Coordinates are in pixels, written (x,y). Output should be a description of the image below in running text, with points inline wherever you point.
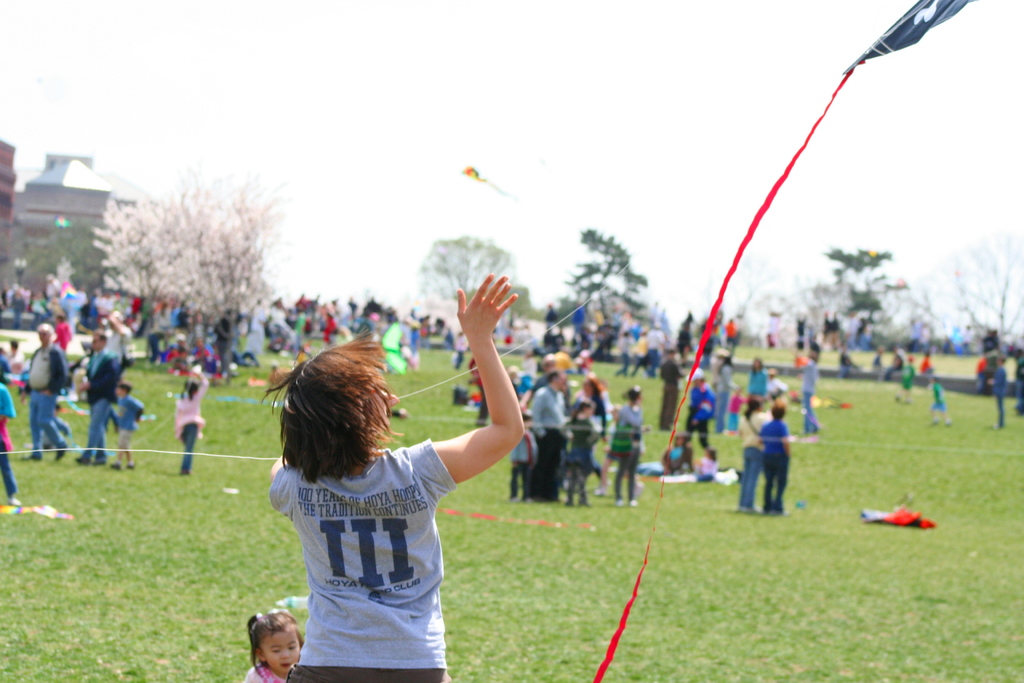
In this image I can see an open grass ground (448,514) and on it I can see number of people (592,411) are standing. I can also see number of things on the ground (791,505) and on the right side of this image (757,225) I can see a red colour thing (614,645). In the background (150,324) I can see few trees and a building (52,185). I can also see this image is little bit blurry in the background (227,182) and in the front (408,512) I can see something is written on her t shirt (323,533).
